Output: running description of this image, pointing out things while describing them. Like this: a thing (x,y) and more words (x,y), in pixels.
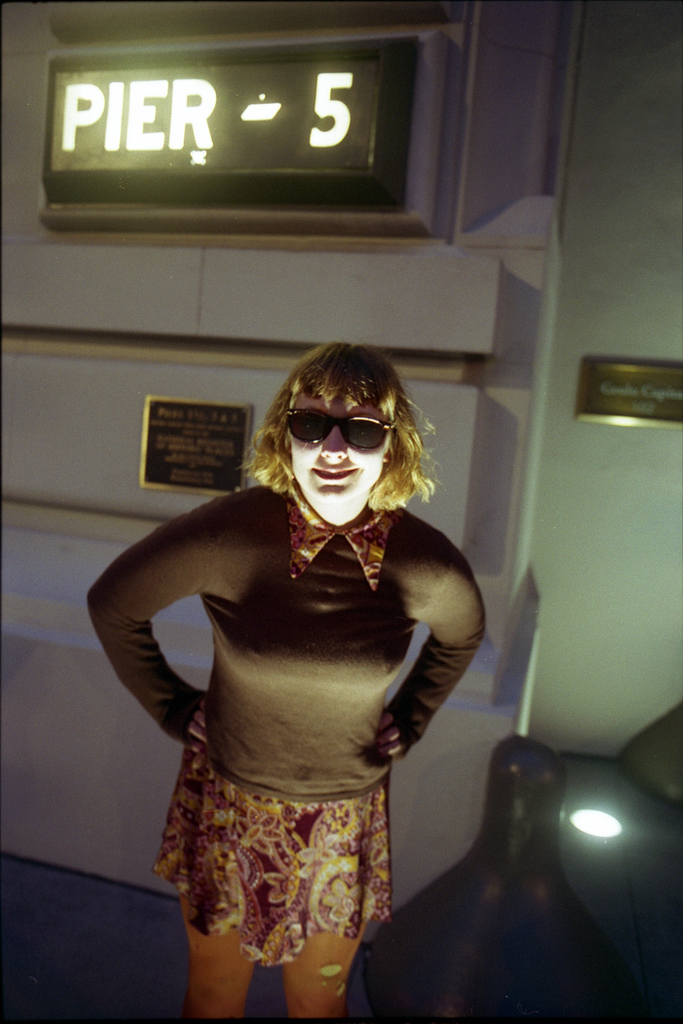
In this picture there is a person (165,695) standing and smiling and wore goggles (359,423). On the right side of the image (643,383) we can see board (643,419) on the wall (650,485), light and an object (523,1005). In the background of the image (387,64) we can see board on the wall (135,484) and screen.
